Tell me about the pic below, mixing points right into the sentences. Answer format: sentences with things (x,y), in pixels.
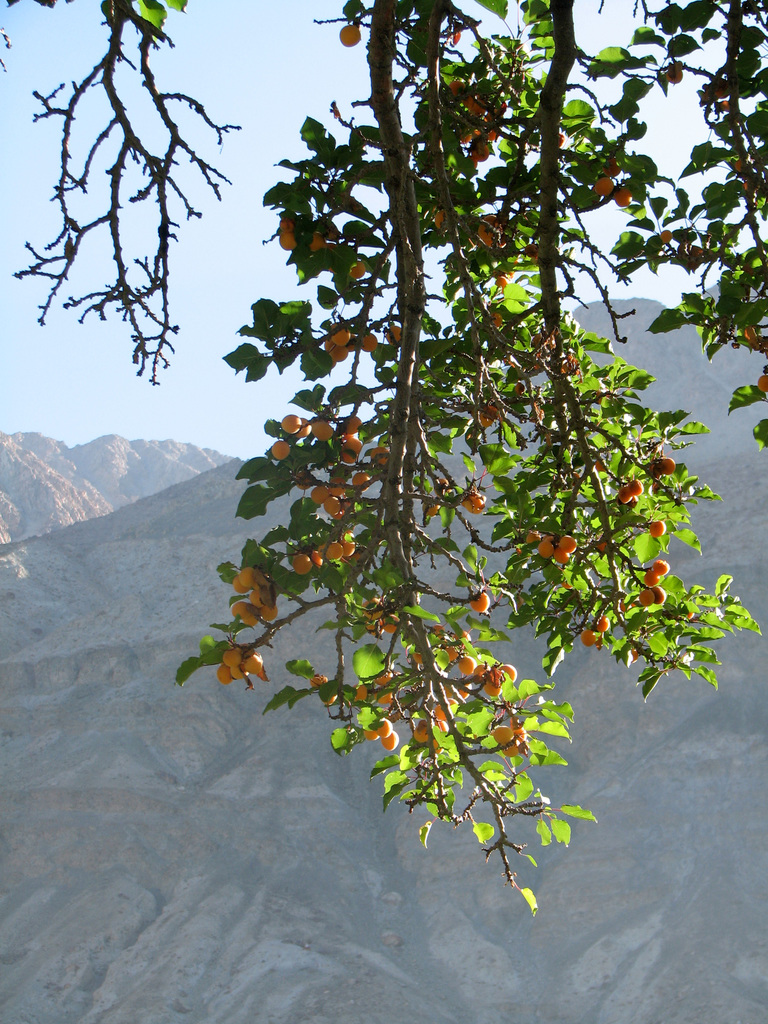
In the image we can see tree branches (440,188), leaves (318,570) and orange colored fruits (318,560) on it. There are mountains (128,513) and a pale blue sky (180,361).
